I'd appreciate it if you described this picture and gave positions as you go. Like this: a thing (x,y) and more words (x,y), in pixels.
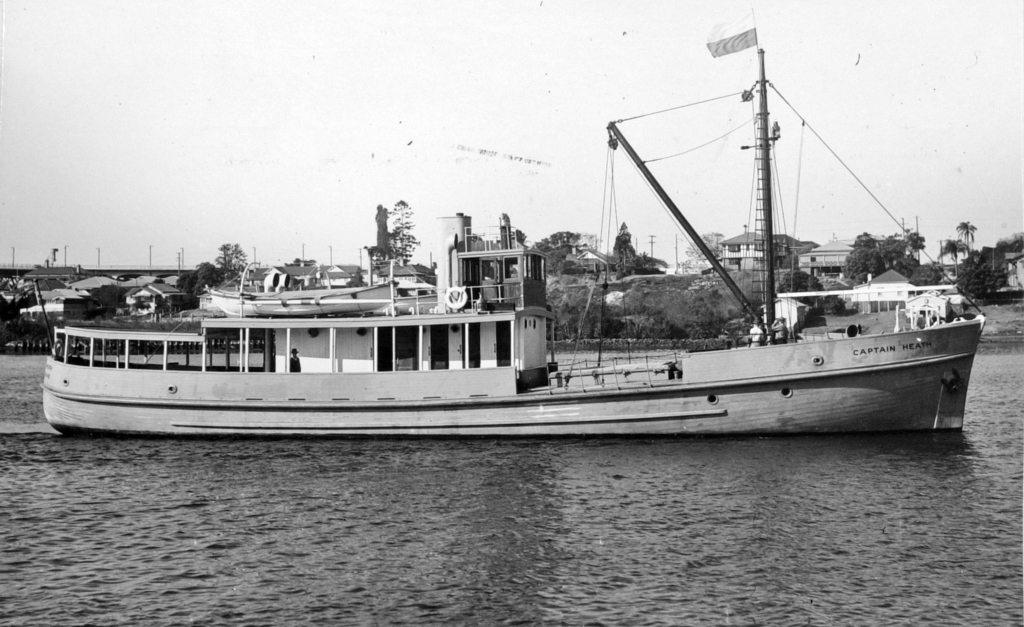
In this image we can see ship (615,140) on the water (852,471), buildings (113,282), hills (616,328), trees (995,279), poles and sky (101,240).
